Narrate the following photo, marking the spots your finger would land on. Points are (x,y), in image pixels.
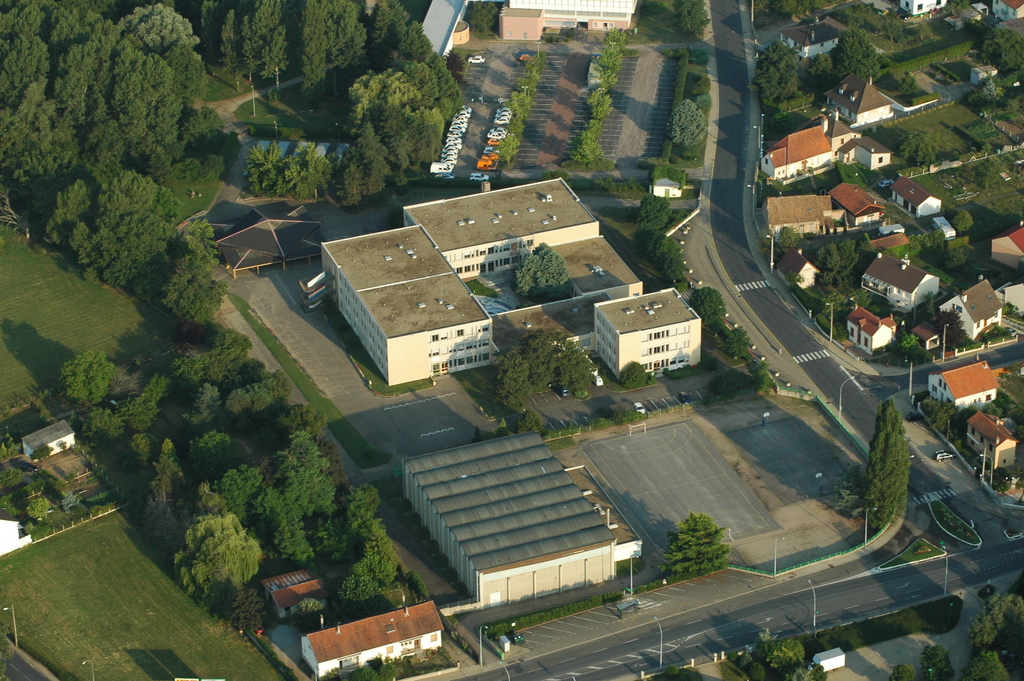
In this image I see number of buildings (484,363) and houses (908,260) and I see the path (746,172), poles (765,426), green grass (97,582) and I see number of trees (292,19).
